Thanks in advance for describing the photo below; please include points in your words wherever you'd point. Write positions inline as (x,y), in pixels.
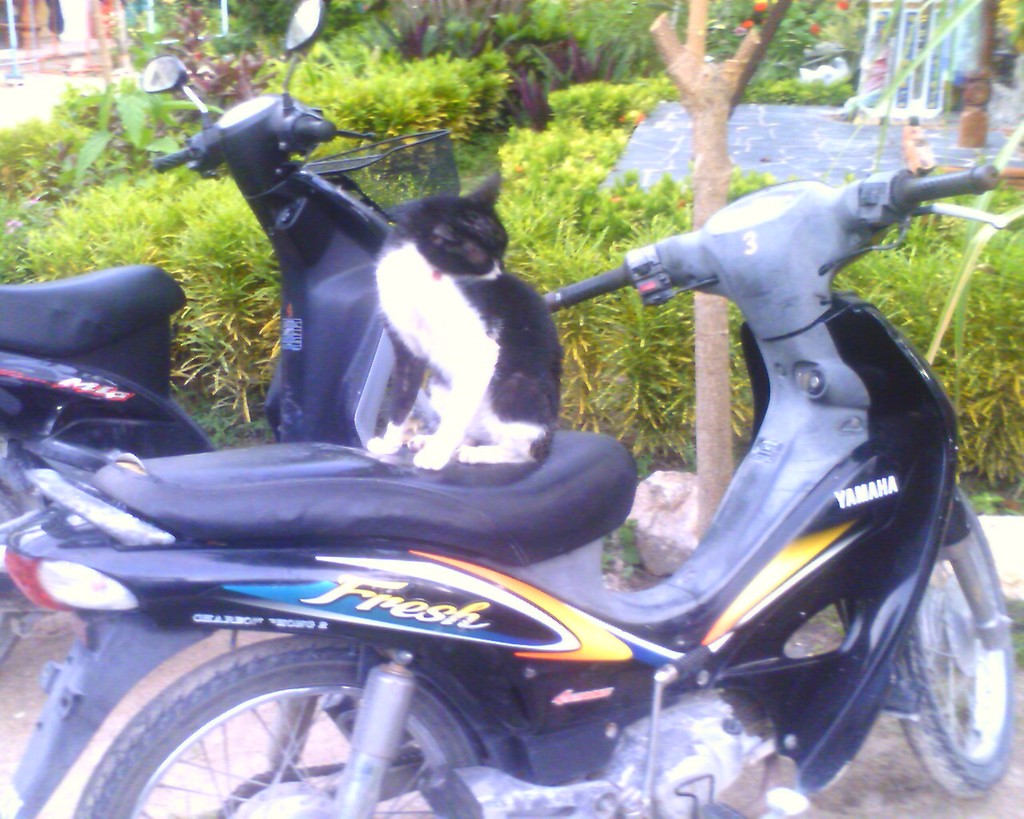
in the picture we can see two bike (293,493), on one bike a cat (391,413) is sitting there is garden (699,156) behind the bike (770,475).
